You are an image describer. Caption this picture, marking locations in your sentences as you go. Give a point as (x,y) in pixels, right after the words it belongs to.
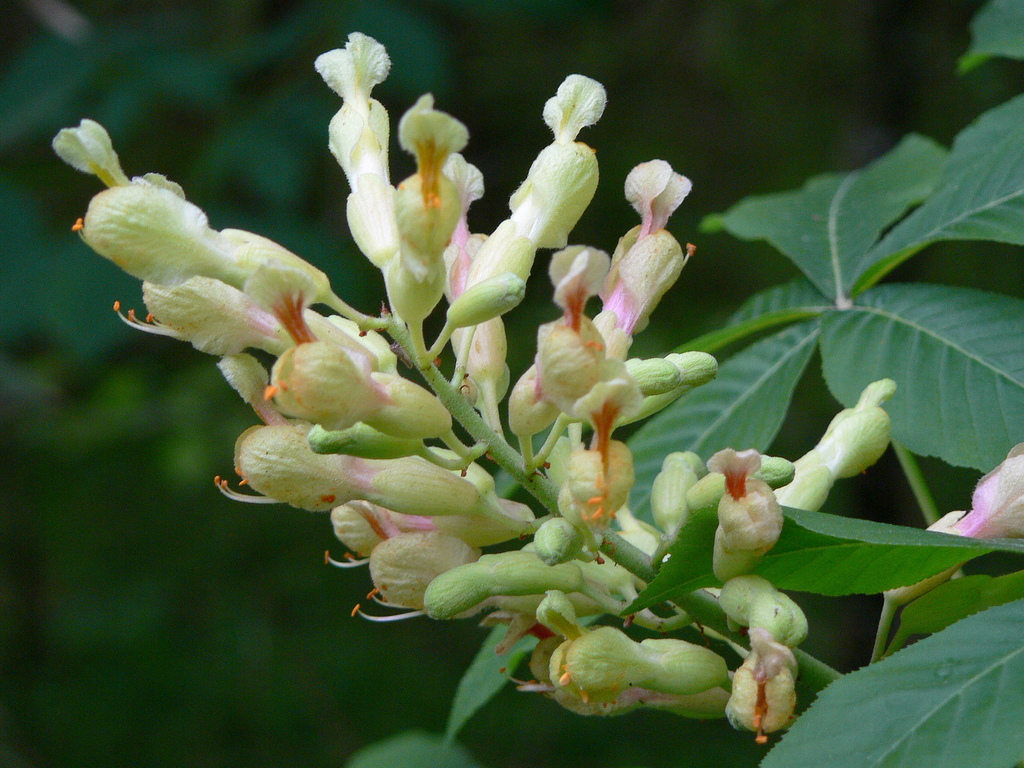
In this image, I can see a bunch of flower buds (417,542) and the leaves (783,314) to the stems (812,660). The background (57,104) looks green in color, which is blurred.
